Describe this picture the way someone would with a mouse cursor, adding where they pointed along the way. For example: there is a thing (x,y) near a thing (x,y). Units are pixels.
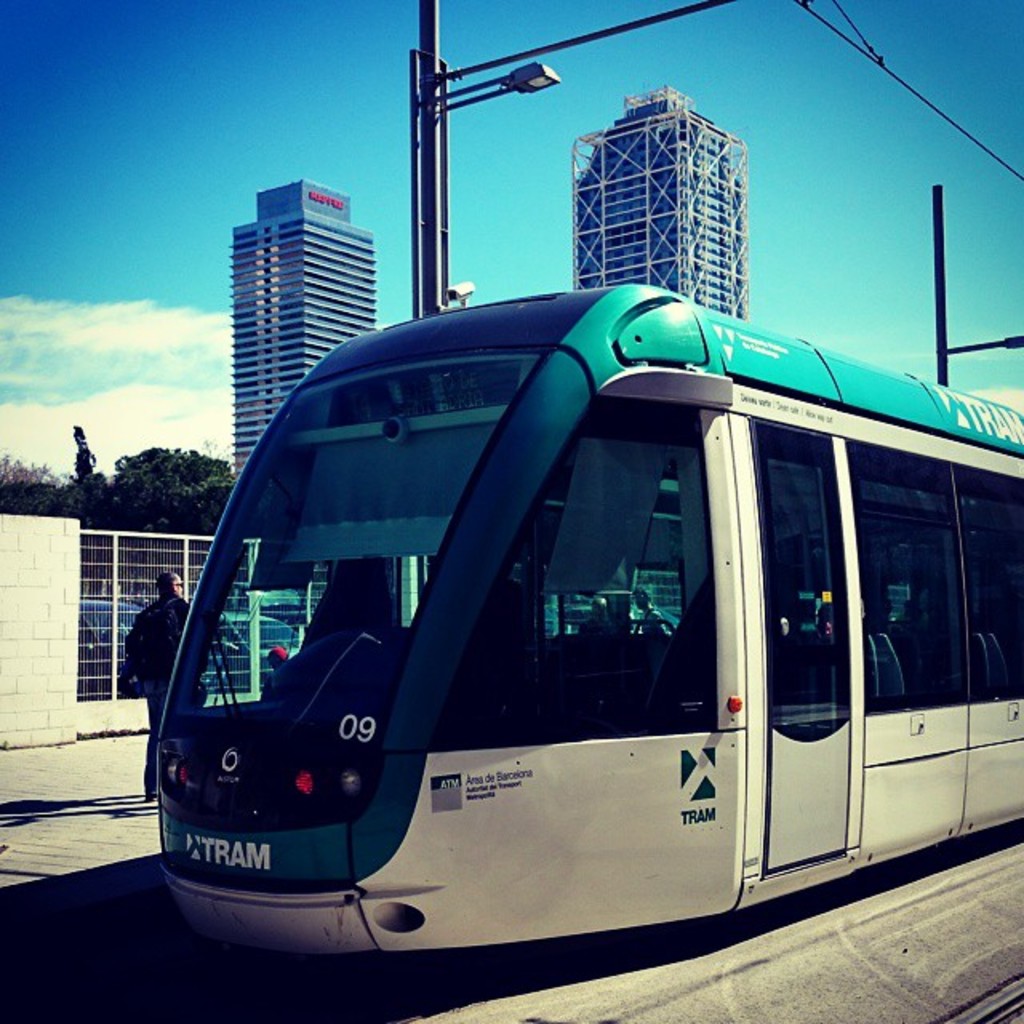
In this image we can see a train (547,383), light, CCTV camera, poles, wires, there are few people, trees (180,482), buildings (314,272), also we can see the sky (129,214).
